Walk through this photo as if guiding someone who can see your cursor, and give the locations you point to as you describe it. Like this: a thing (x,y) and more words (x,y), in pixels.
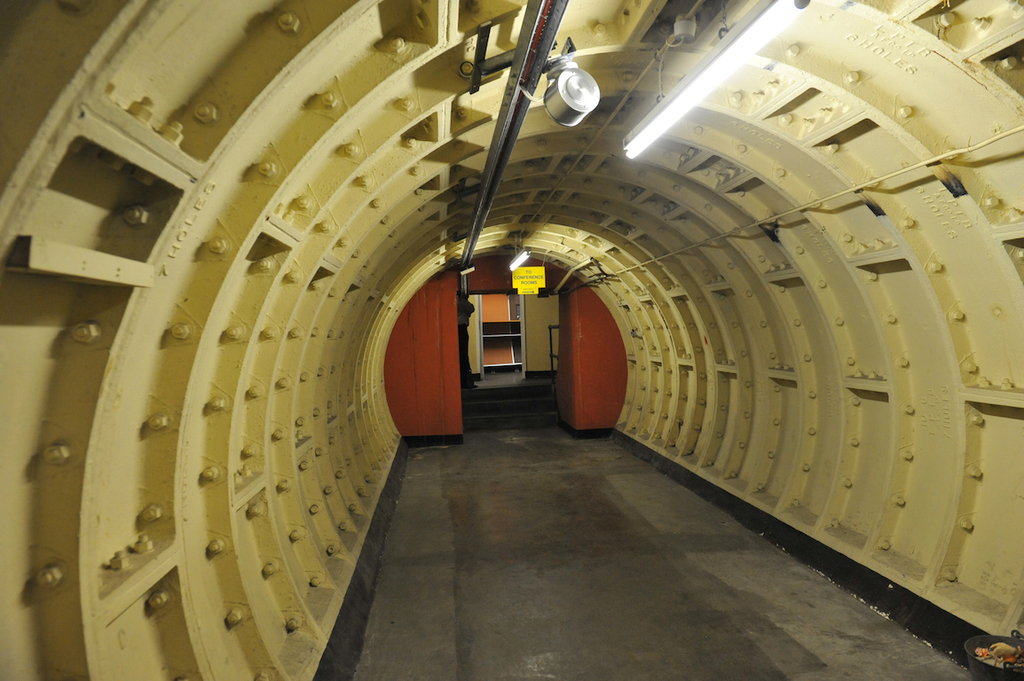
In this image it looks like a tunnel (671,141). At the top (667,122) there is a tube light (690,94). Beside the tube light (708,75). There is a metal pole (532,41). In the background (519,372) there is an entrance (518,330) to another room (493,323). There are nuts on either side of the image.
